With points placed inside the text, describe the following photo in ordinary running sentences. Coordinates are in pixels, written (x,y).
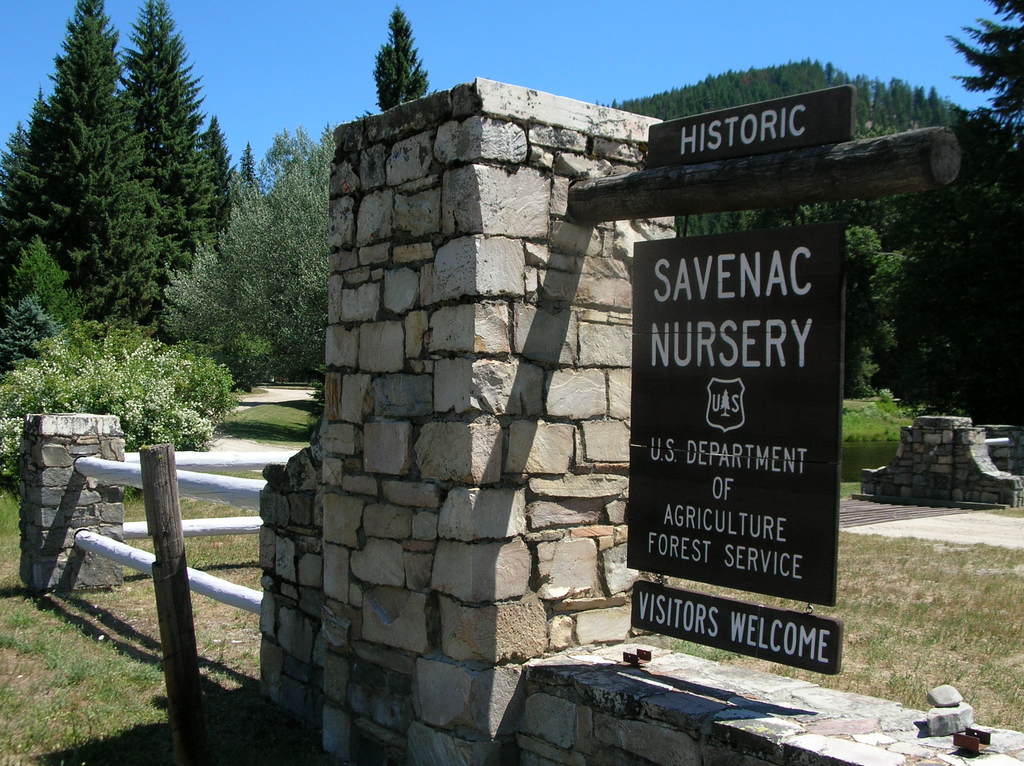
In this image there are trees (869,248) and a board (669,435). There is a fence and a wall (471,566). At the bottom (89,726) there is grass (221,738). In the background (300,93) there is sky (572,61).
